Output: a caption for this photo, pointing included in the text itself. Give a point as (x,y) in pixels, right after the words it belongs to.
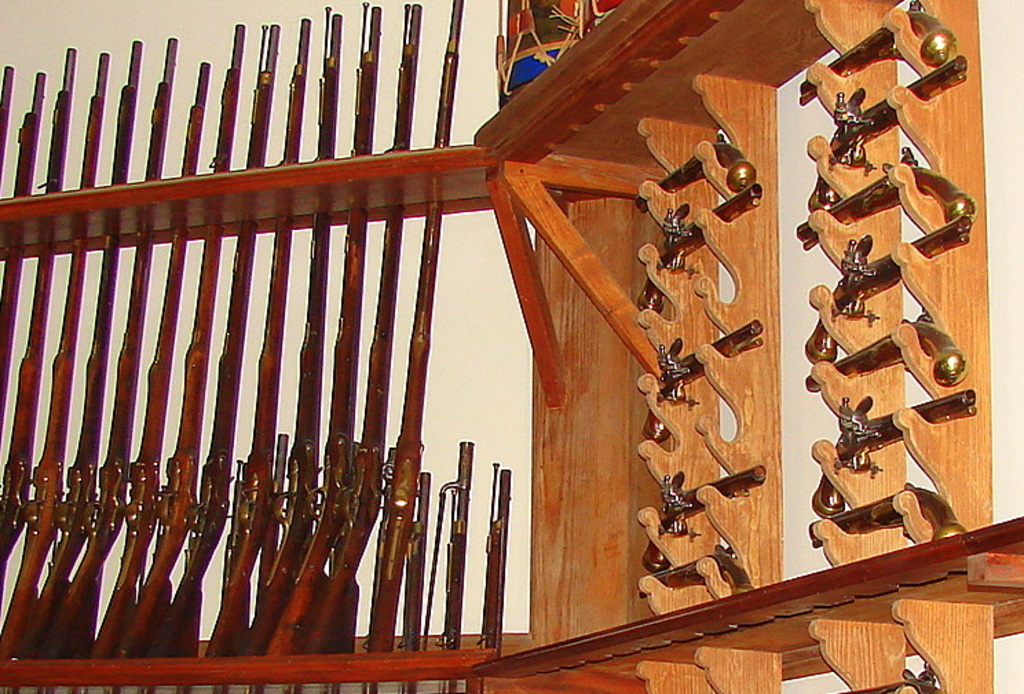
In the picture I can see the pistols (743,159) and weapons (303,592) on the wooden shelves (657,273).
